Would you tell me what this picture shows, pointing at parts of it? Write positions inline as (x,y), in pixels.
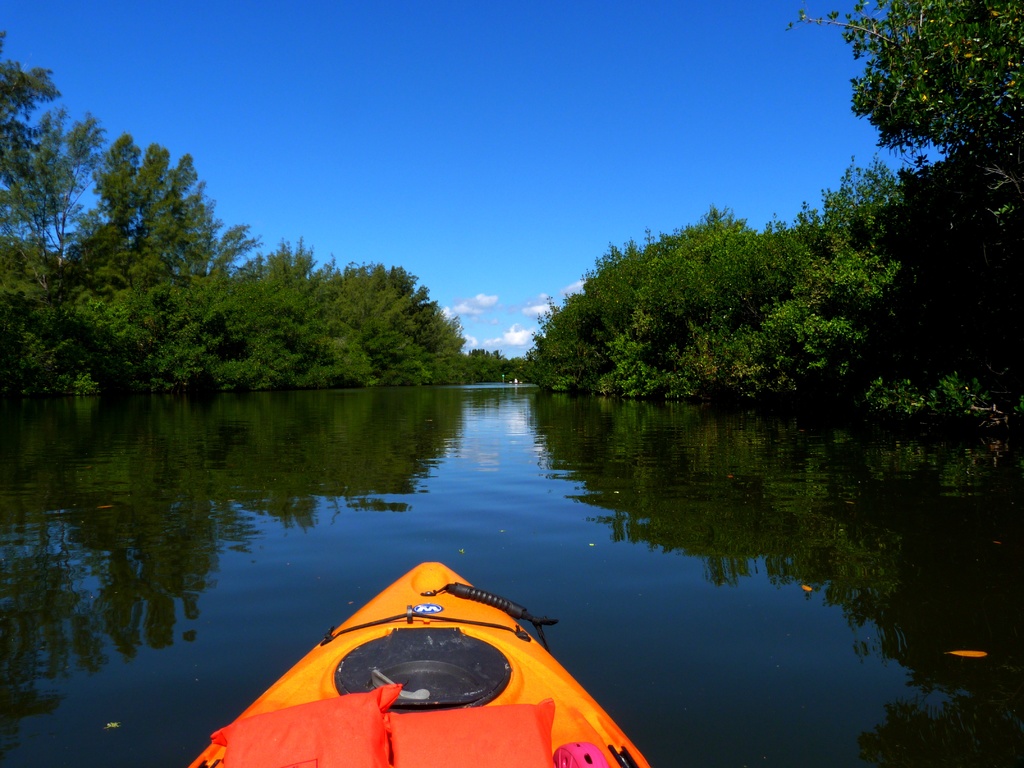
In this picture we can see pillows (510,738) and some objects (577,752) on a boat (373,670) and this boat (373,634) is on water (542,413) and in the background (369,338) we can see trees (132,272), sky (458,221) with clouds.
